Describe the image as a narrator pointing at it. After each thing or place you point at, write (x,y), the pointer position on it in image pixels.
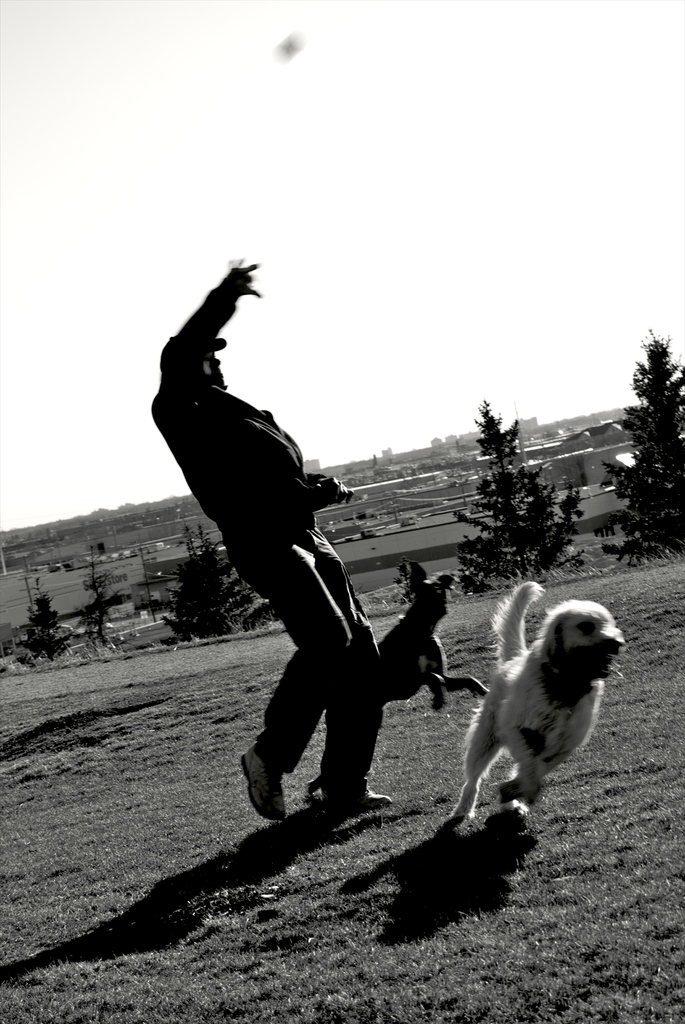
A black and white picture. Far there are number of trees (206,574). In-front there is a man (306,573) and dog (514,702).
